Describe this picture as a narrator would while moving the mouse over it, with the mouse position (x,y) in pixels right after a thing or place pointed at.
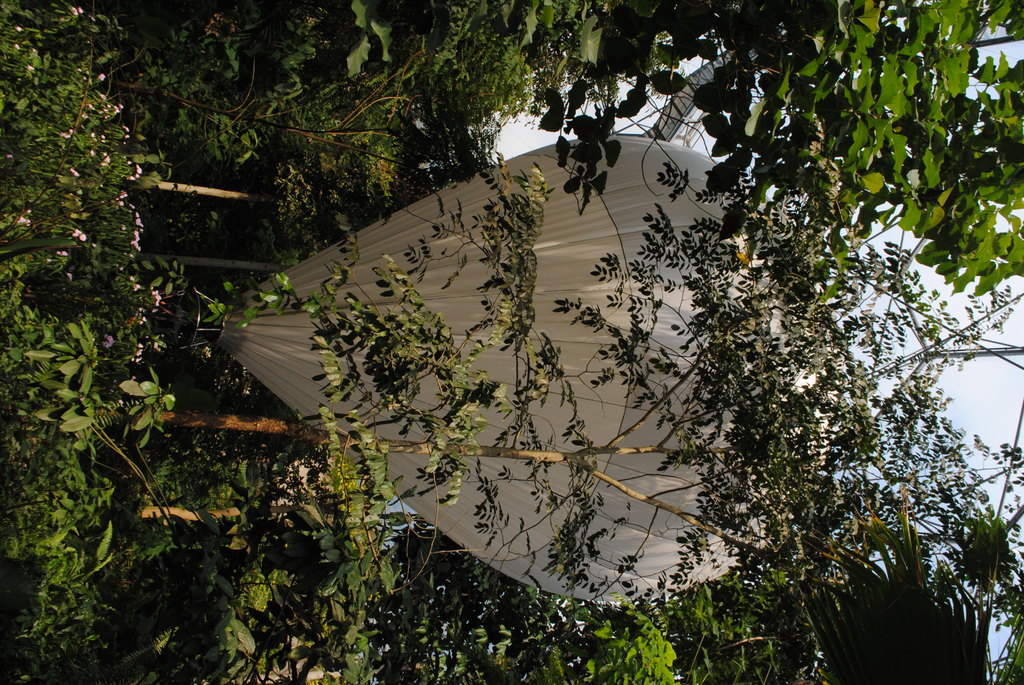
In this picture we can see plants (166,339), flowers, trees (260,107) and a balloon (709,566). In the background of the image (982,413) we can see the sky (982,422).
